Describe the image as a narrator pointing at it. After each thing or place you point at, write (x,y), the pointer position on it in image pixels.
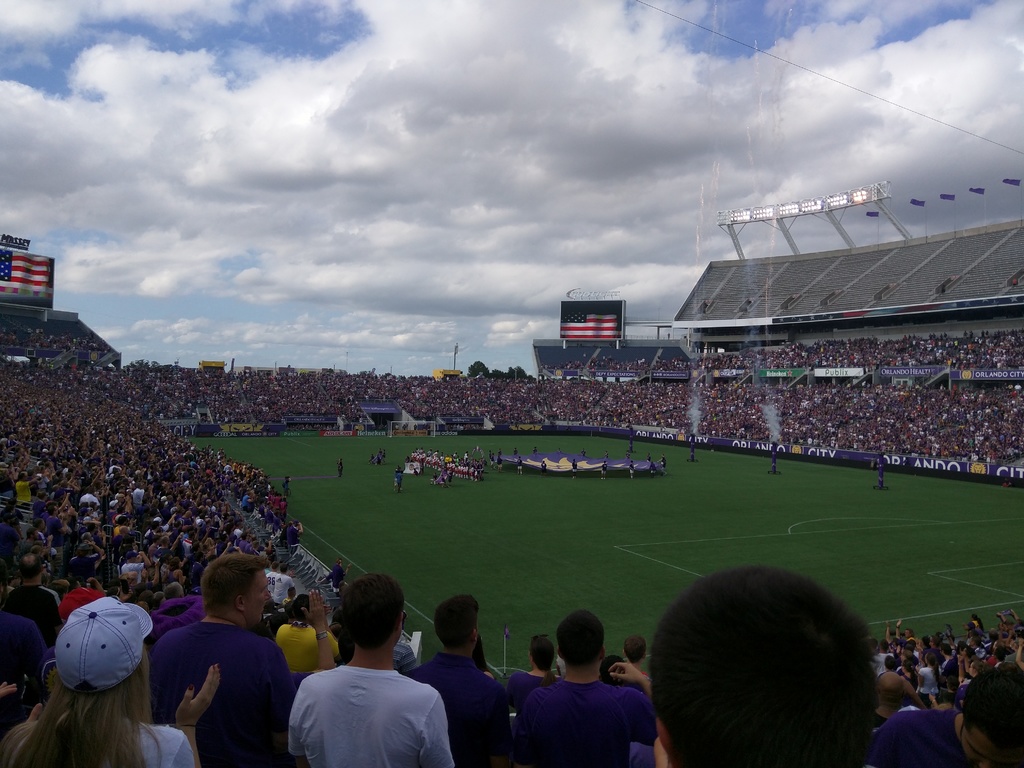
This image consists of a stadium (365,426). In the middle of the image (514,482) I can see the ground (553,478). Here few people (424,470) are standing. On the left side (81,488) I can see many people (122,538) are standing and looking at the ground (356,542). In the background (821,419) also I can see many people (521,419). On the top of the image (365,53) I can see the sky (311,89) and clouds (303,196).
